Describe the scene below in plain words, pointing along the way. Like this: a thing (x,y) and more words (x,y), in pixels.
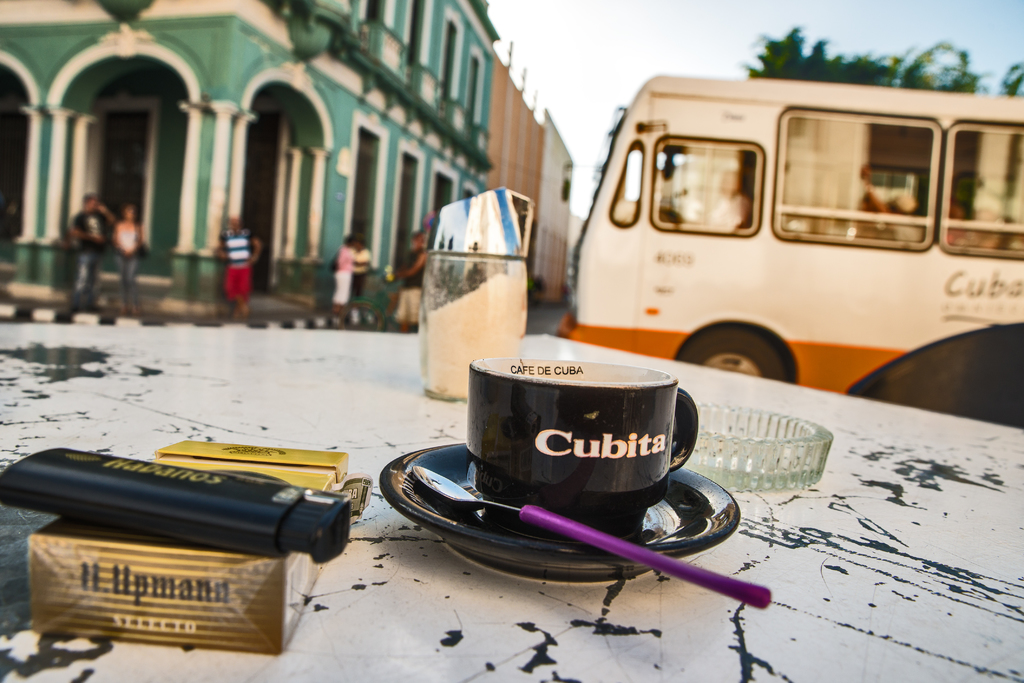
In this picture we can see a platform (474,646), on this platform (478,656) we can see a cup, saucer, spoon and some objects (367,480) and in the background (895,163) we can see a building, people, vehicle (732,296), trees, sky (711,58).
